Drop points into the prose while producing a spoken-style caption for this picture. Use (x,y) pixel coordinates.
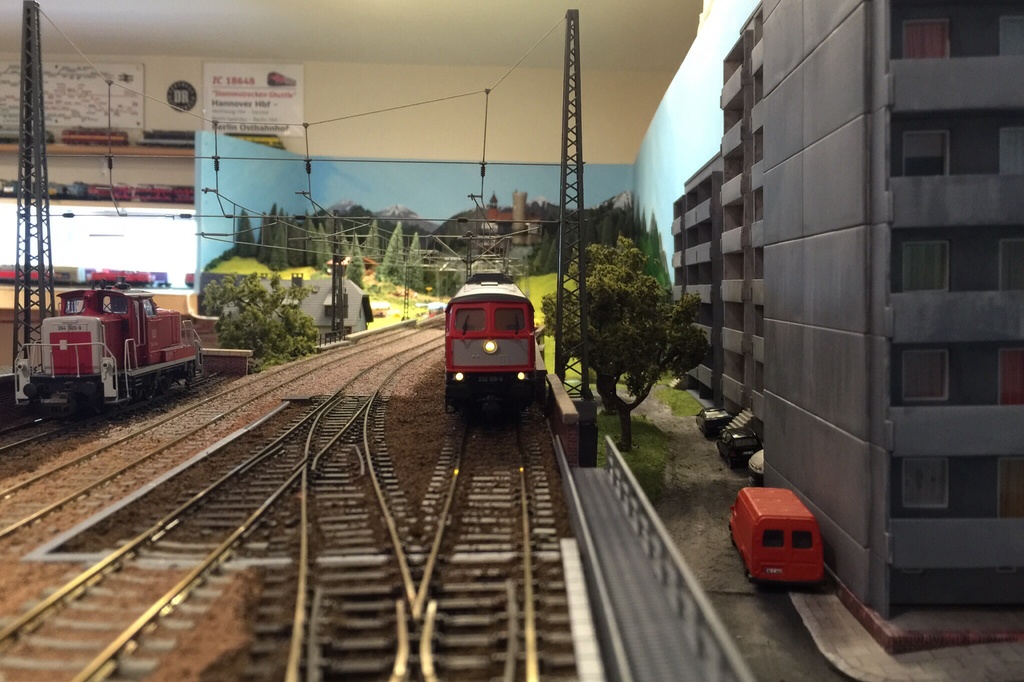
In the foreground of this image (457,384), there is a toy train (465,380) and an engine (115,362) on the track (411,524). We can also see depicted trees (619,324), poles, cables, building (820,284), vehicles (754,515), railing (665,560), sky (393,177), mountains (380,215) and the grass land (238,268). We can also see few posts (112,89) at the top (87,94).
